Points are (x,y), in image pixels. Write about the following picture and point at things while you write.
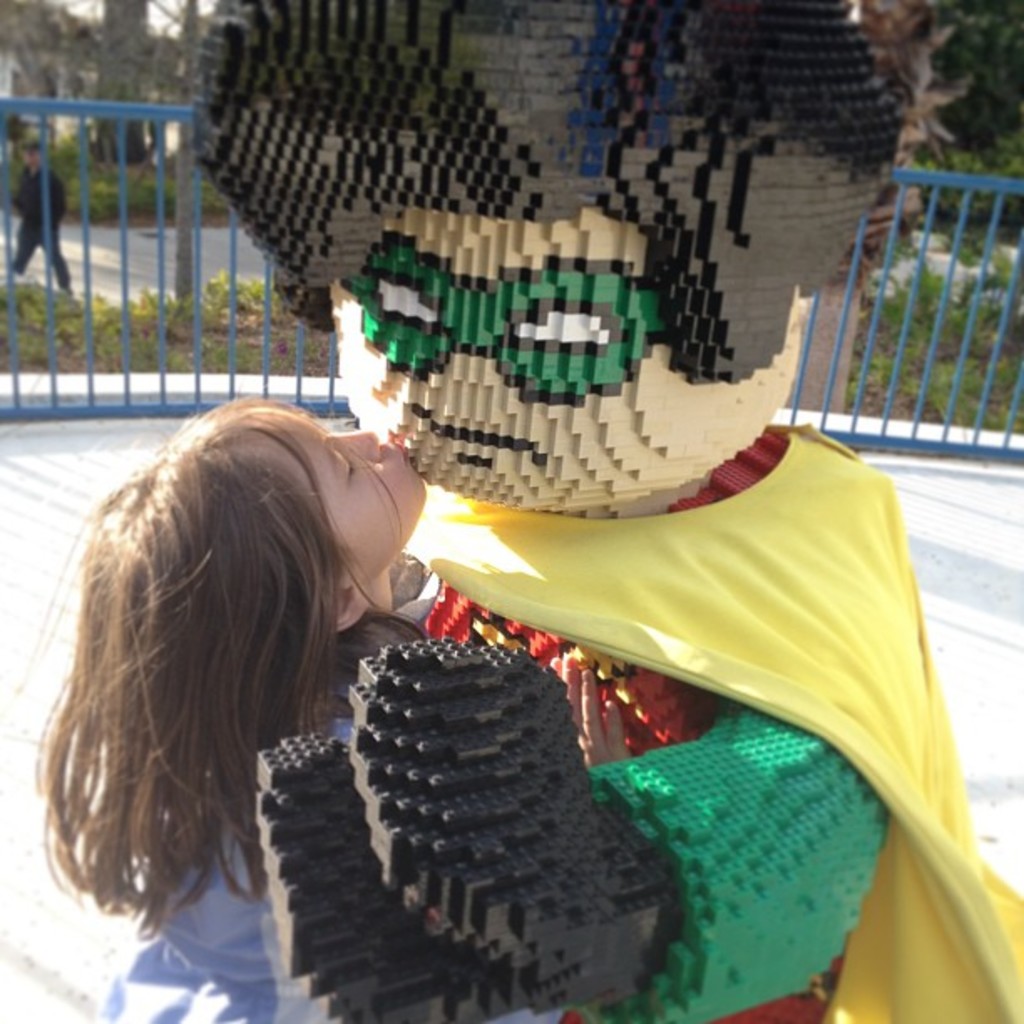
In this picture there is a girl (387,522) and we can see doll (708,684) with costume (555,608). We can see fence (169,319) and plants (169,319). In the background of the image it is blurry and we can see a person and tree trunk (896,41).
